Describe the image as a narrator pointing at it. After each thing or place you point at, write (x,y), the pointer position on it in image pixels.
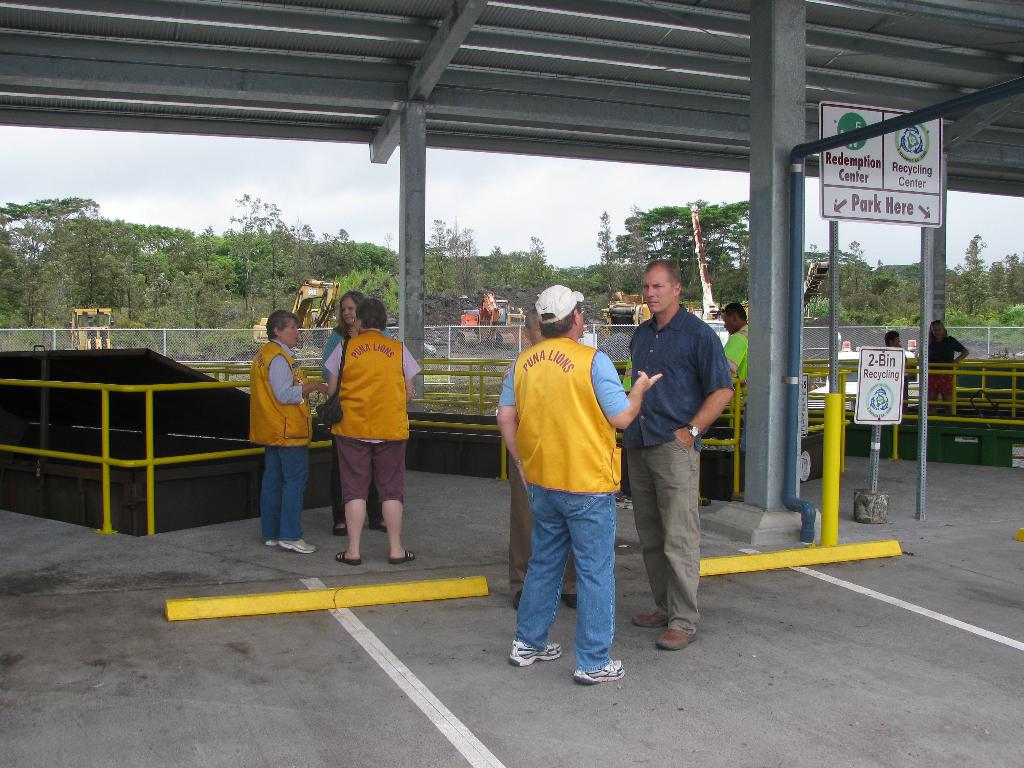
In this image there are group of persons (392,388) standing. On the right side (885,202) there is a board (886,205) with some text (883,198) written on it. In the background (227,358) there are railings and trees (289,287) and there are vehicles (806,282).
